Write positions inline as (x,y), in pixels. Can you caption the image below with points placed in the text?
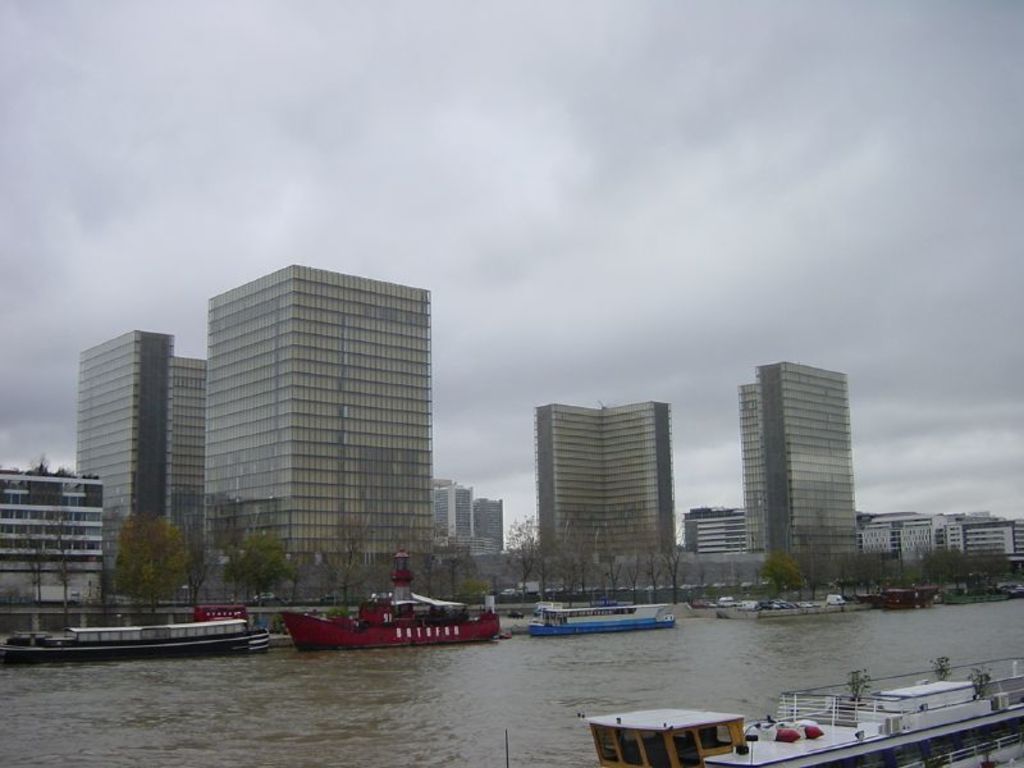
In this image we can see some boats (429,598) on the water (928,655), there are some trees (252,553), plants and buildings (298,459), in the background (497,376) we can see the sky (976,326).
